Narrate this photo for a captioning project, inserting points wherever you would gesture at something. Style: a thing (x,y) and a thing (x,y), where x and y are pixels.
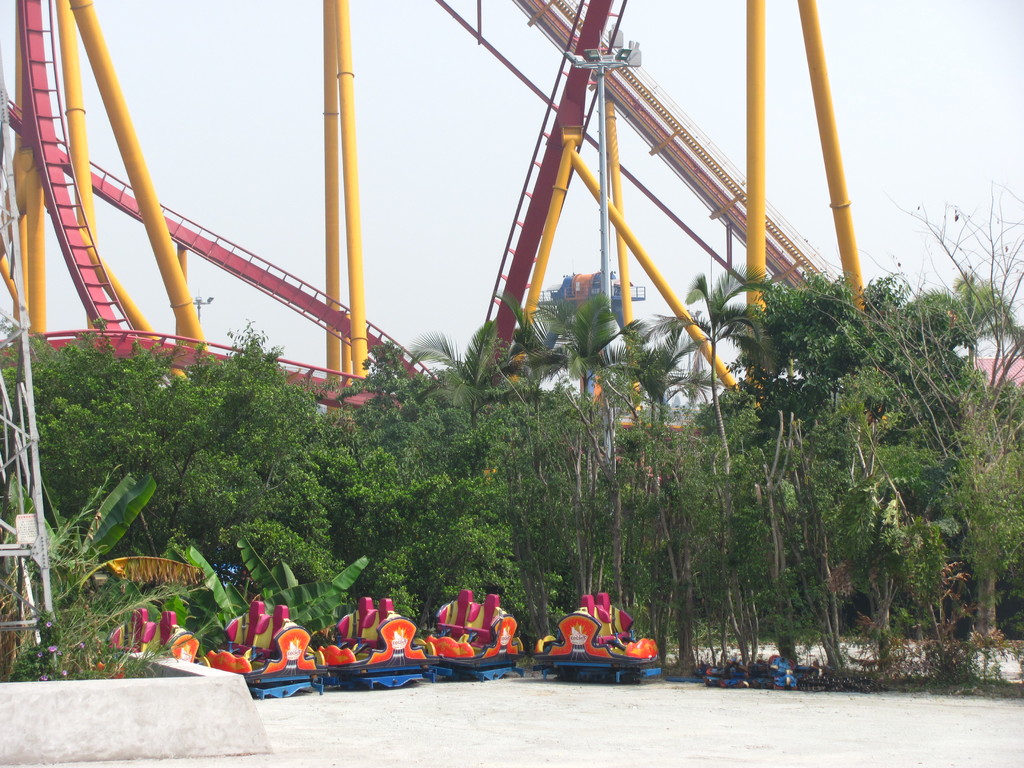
At the bottom of the image (375,765) we can see sand (331,731). In the middle of the image (393,496) we can see some chairs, ride parts (363,669) and trees (472,362). Behind them we can see some poles (63,47) and amusement ride (78,183). Behind them we can see the sky (141,121).
